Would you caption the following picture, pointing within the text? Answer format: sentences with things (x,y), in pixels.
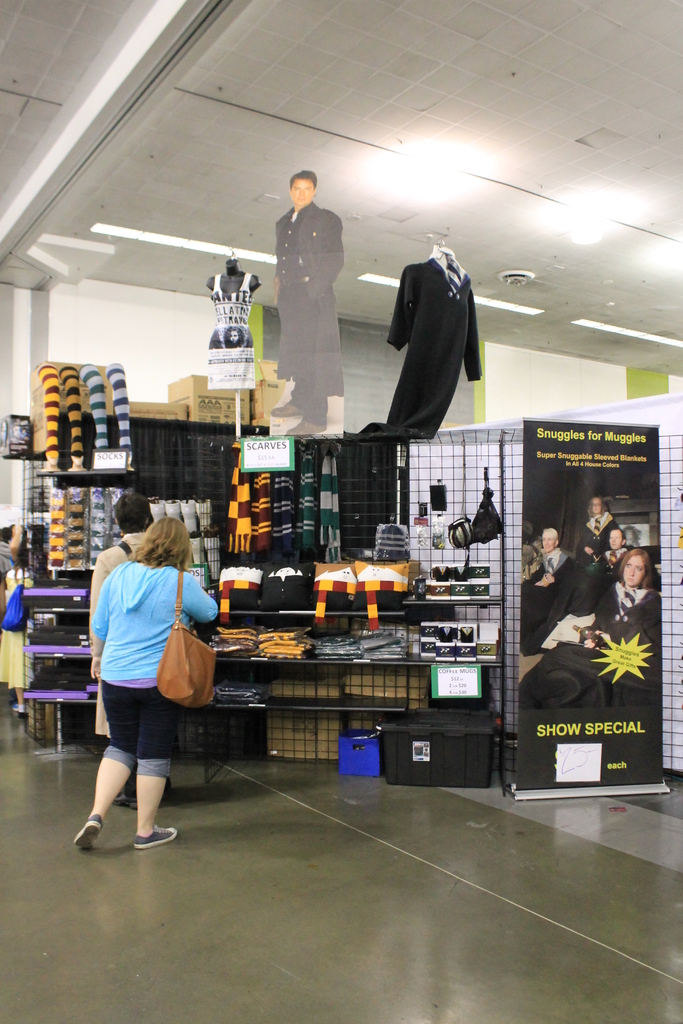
In this image, we can see two persons (162,638) standing in front of the stall (287,495) contains some clothes (270,555). There is a banner (527,519) on the right side of the image (625,557). There are lights (428,166) on the ceiling (302,168) which is at the top of the image (237,97).
